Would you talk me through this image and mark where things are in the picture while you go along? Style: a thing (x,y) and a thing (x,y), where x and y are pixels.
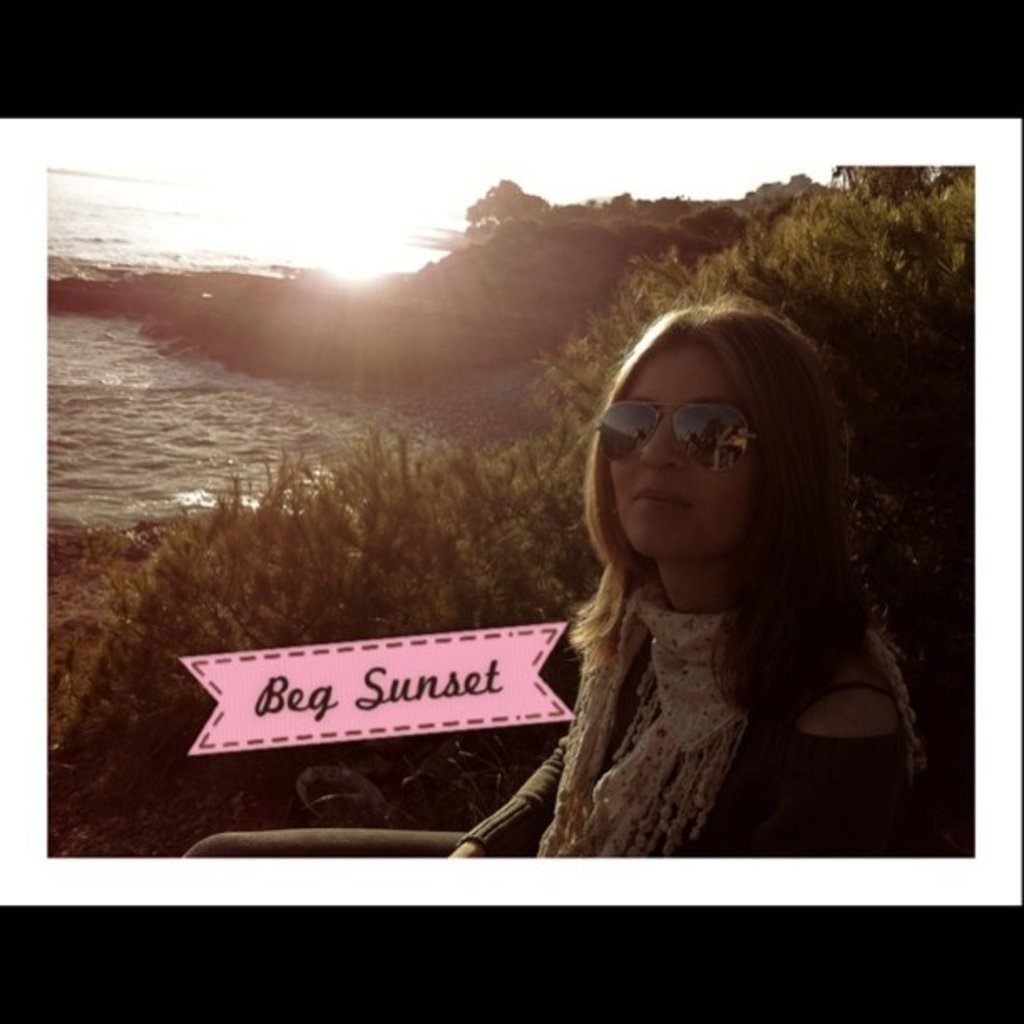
In this picture there is a girl (811,351) on the right side of the image (824,559) and there is water (238,382) on the left side of the image (145,344) and there are plants (709,230) on the right side of the image (737,236).
